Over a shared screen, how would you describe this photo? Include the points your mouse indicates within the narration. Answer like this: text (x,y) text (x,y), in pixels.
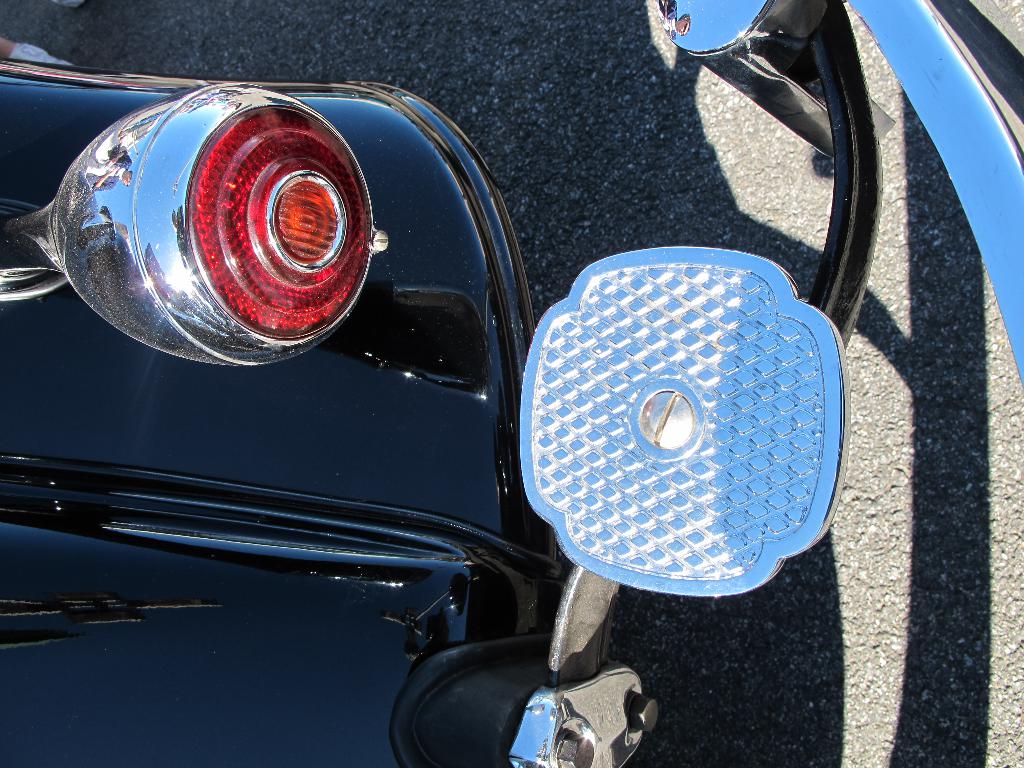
In this picture there is a vehicle (552,442). In the background (618,123) it is road (656,169). On the left (253,204) there is a light (249,201).
